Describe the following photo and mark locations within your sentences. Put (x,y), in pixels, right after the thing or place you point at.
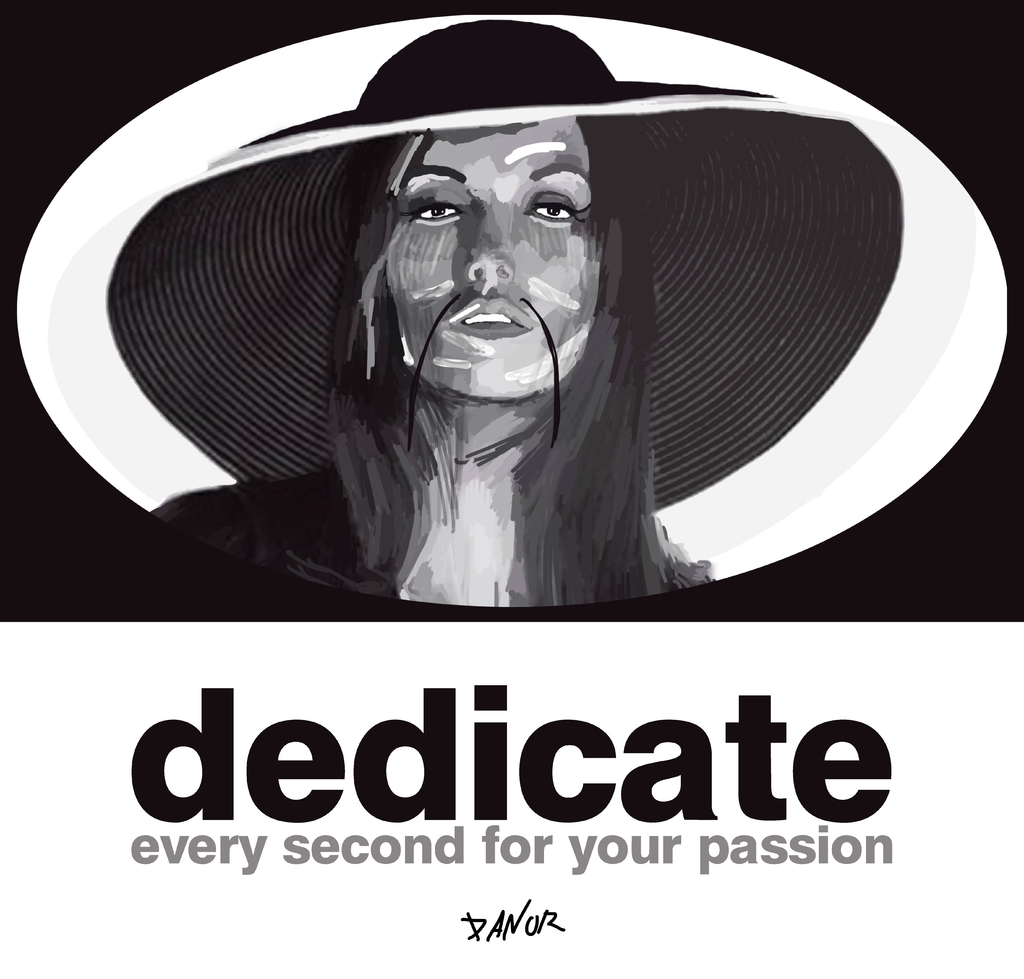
In this picture we can see a person (308,564) wearing a hat (771,153). Person (232,539) has a long hair (650,349). Background (973,137) portion of the picture is dark. At the bottom portion of the picture (409,809) there is something written.
